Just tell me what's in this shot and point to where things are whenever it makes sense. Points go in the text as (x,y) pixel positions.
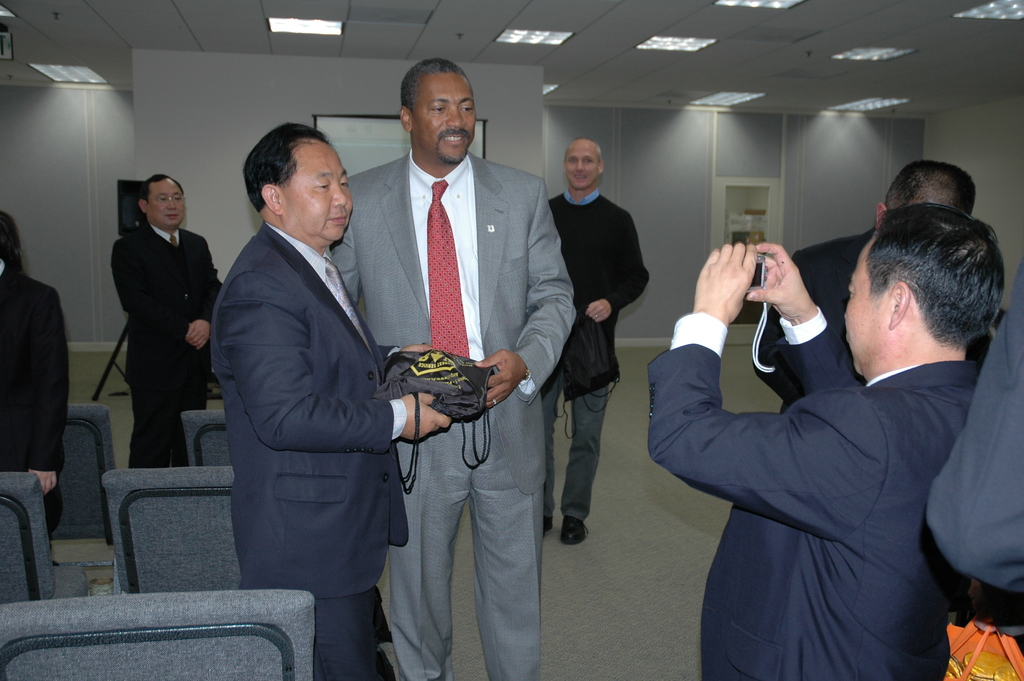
In this image there are two persons (223,293) standing and holding an object (472,415), a person (776,256) holding a camera (758,285), and in the background (173,343) there are group of people (10,291) standing, lights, door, chairs (189,471).
